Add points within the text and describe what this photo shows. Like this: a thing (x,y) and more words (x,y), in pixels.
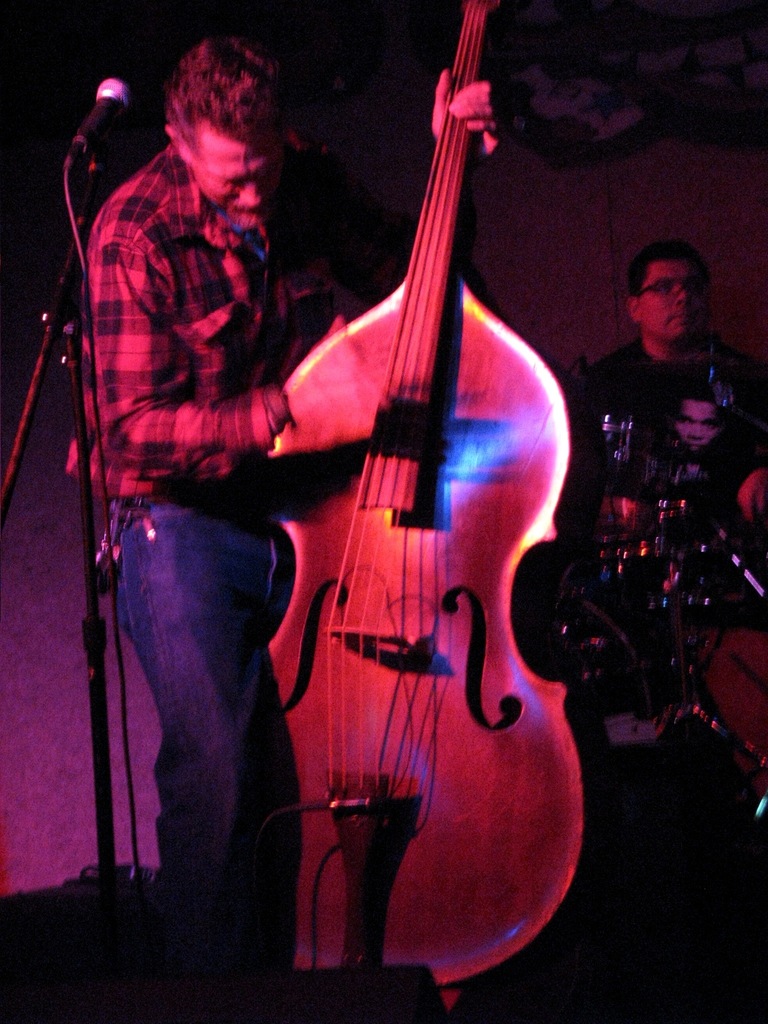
In this picture i could see a person (192,246) holding a double bass (412,374) in his hands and standing in front of the mic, in the background (631,444) i could see a person (659,308) hitting the drums (654,538).
